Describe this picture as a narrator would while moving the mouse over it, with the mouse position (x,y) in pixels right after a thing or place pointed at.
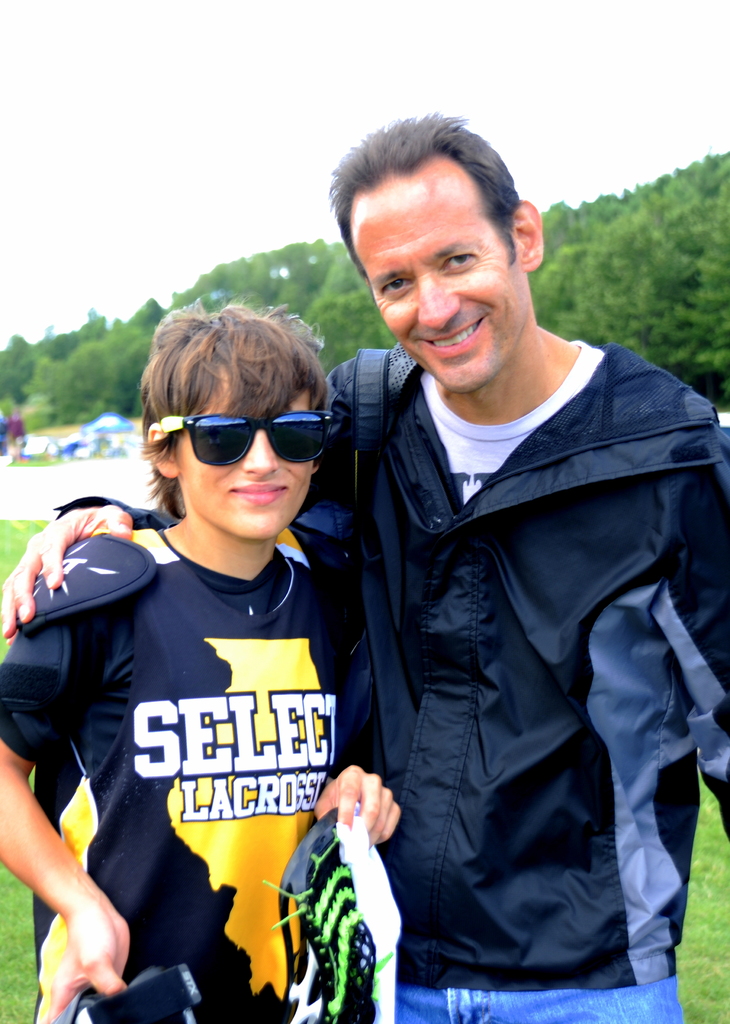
In this image there are two persons (393,654) in the middle (404,539). The man (565,552) on the right side (574,584) has kept his hand (45,576) on the person (95,595) who is beside him. In the background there are trees (291,297). At the top (246,87) there is sky (221,28). On the ground (25,939) there is grass (25,939).
